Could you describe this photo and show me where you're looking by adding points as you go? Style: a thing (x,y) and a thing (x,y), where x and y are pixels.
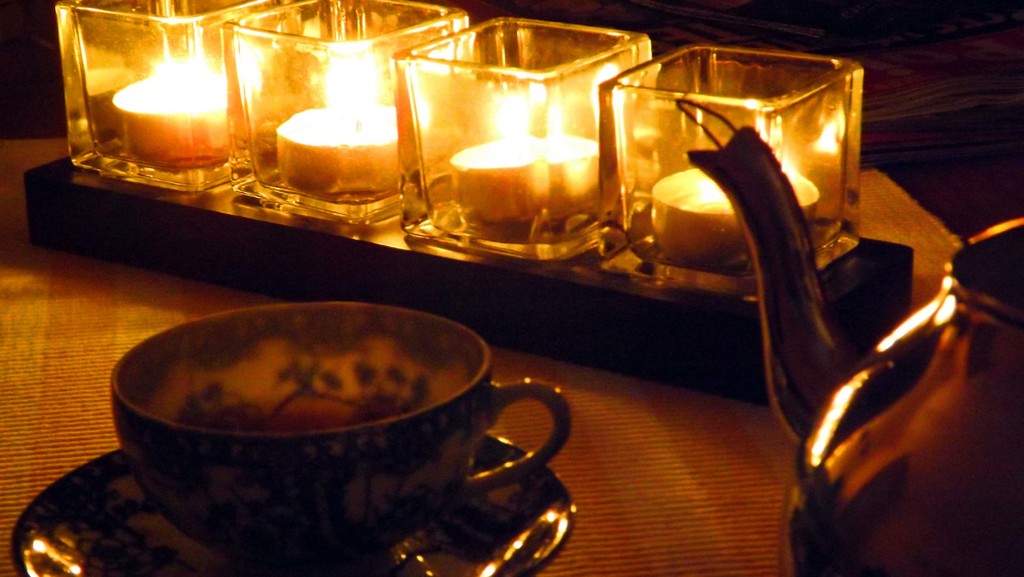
In this image we can see there is a table (167,288). On the table (633,438) there is a cup (274,450) and saucer (527,516), candles (291,161) in the glasses (553,240) and one kettle (883,420).
